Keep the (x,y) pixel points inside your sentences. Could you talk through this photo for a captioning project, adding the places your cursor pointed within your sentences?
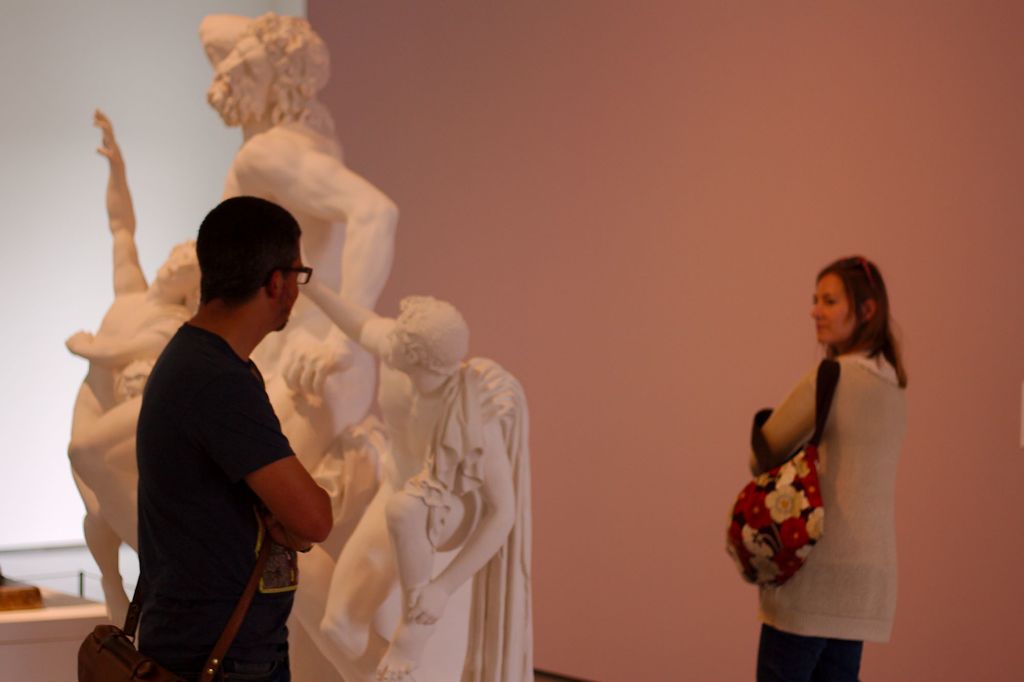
In this image in front (196,662) there are two persons (856,366) standing on the floor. Behind them there is a statue (365,336). On the backside (545,220) there is a wall (656,178).
